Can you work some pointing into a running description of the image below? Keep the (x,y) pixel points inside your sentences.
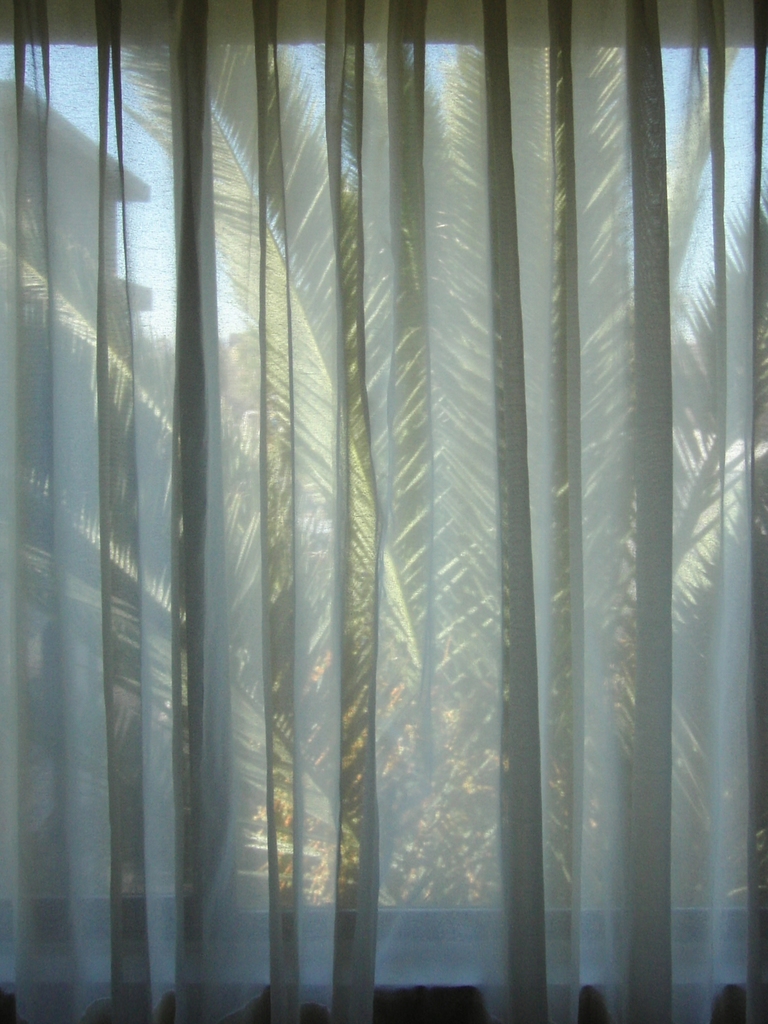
In this image there are some curtains (284,541) in white color which is present in this image and there is a tree (309,426) in the background (371,551).
